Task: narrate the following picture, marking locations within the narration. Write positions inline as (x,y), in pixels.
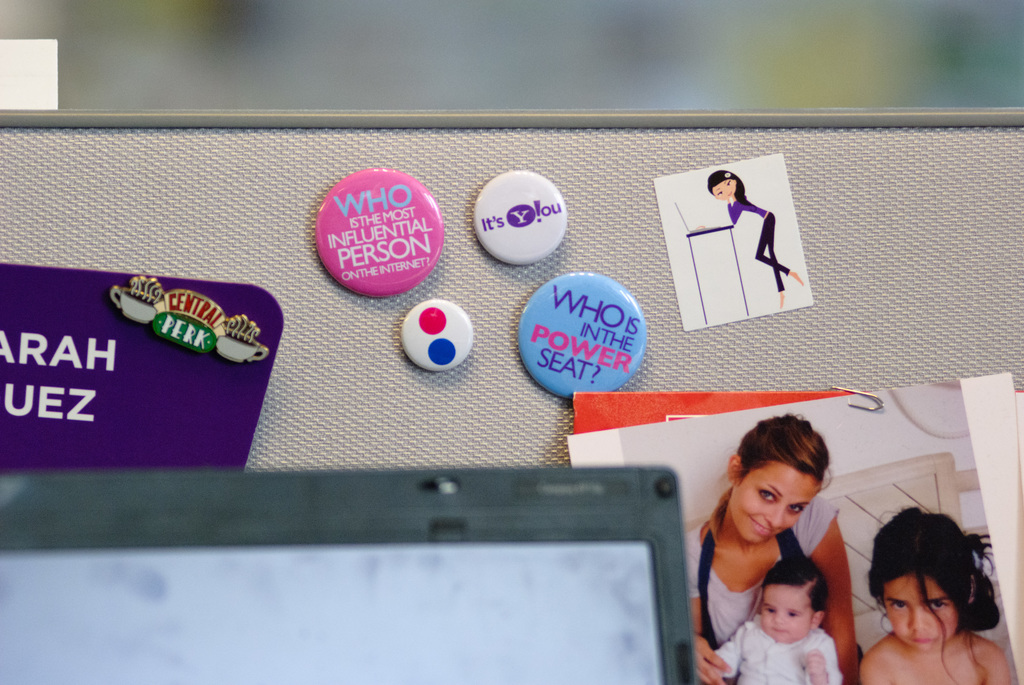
In this image I can see the cream colored surface (159,176) to which I can see few badges (327,235) which are pink, white and blue in color are attached and I can see few photographs (875,503) are also attached to the surface (871,309). I can a laptop (368,554) which is black in color and the blurry background (355,17).
